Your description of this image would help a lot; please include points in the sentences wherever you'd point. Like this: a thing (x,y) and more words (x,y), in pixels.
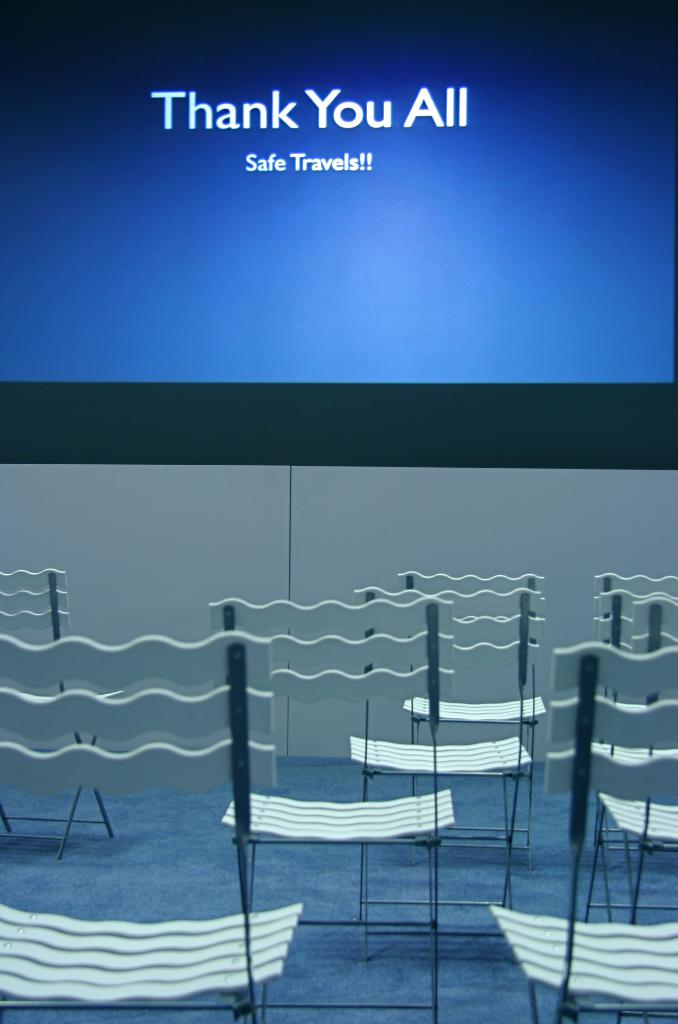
In this image we can see a screen (315,228) with some text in it, there we can also see few chairs (240,834) and a floor mat (297,853).
